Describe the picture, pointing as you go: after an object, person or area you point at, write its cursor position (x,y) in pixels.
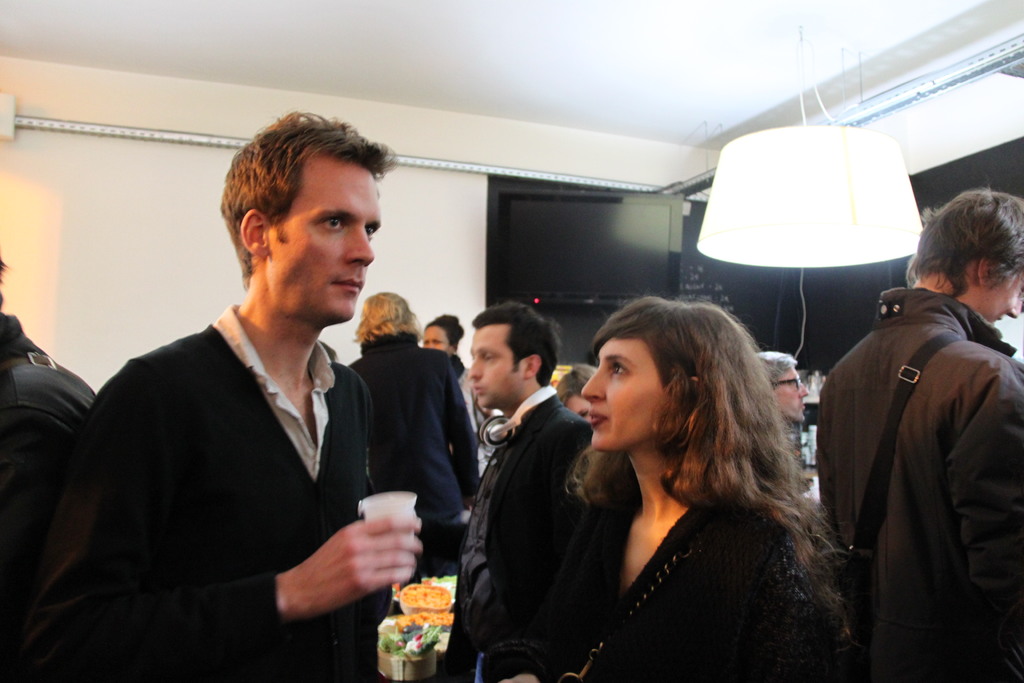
In the center of the image (626,434) we can see two persons (239,510) are standing and the man (253,498) is holding one glass (376,510). In the background (409,231) there is a wall (695,255), roof (366,14), lamp (738,185), few people (957,321) are standing and few other objects (452,580).
